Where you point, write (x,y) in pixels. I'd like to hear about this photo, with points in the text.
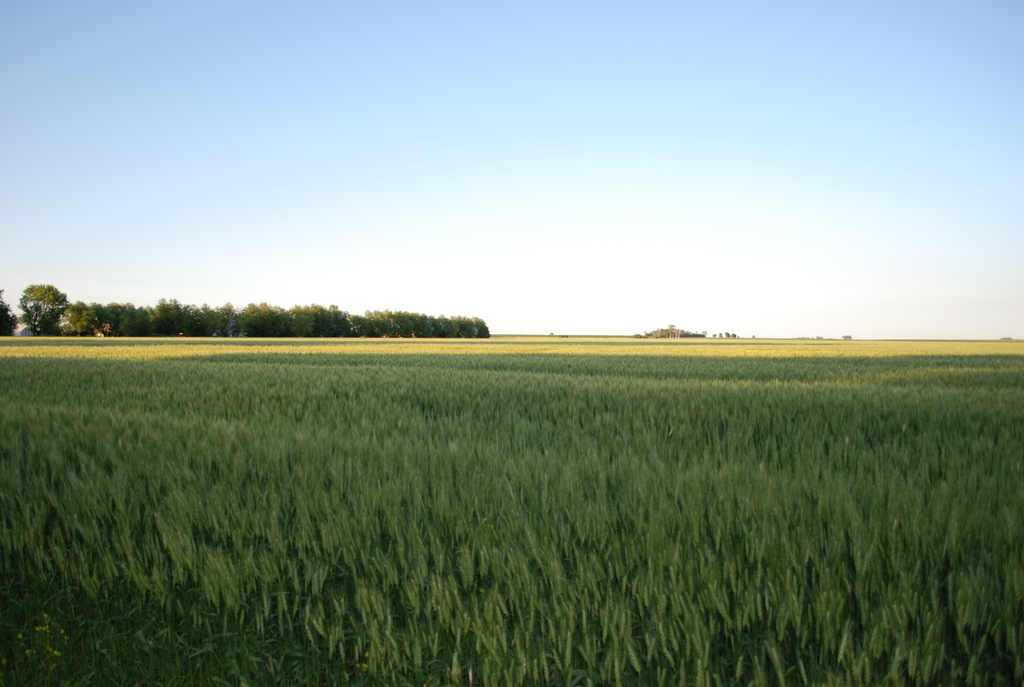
In the image there are wheat fields (320,460) all over the place with trees (89,314) on the left side (217,332) and above its sky (248,155).
